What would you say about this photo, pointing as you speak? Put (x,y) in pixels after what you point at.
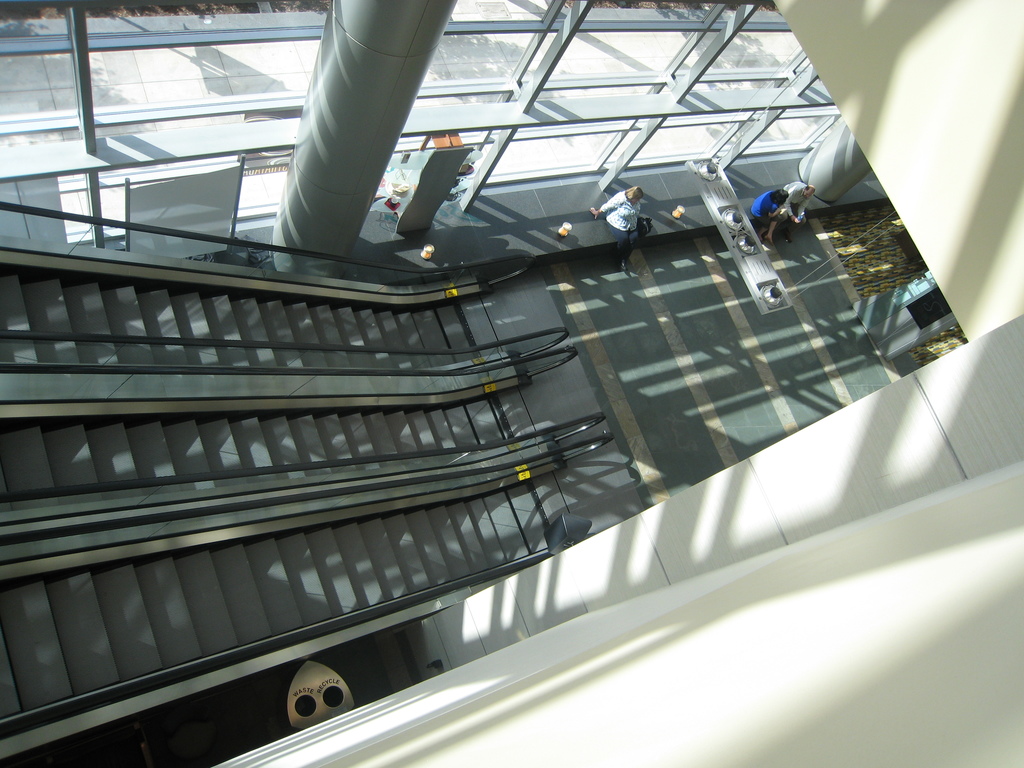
In this image we can see escalators (332,567). On the right side of the image (806,194) we can see group of persons (624,223). At the bottom of the image (653,699) there is wall (716,626). At the top (705,143) we can see pillar (344,96), door (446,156) and glass windows (461,53).
